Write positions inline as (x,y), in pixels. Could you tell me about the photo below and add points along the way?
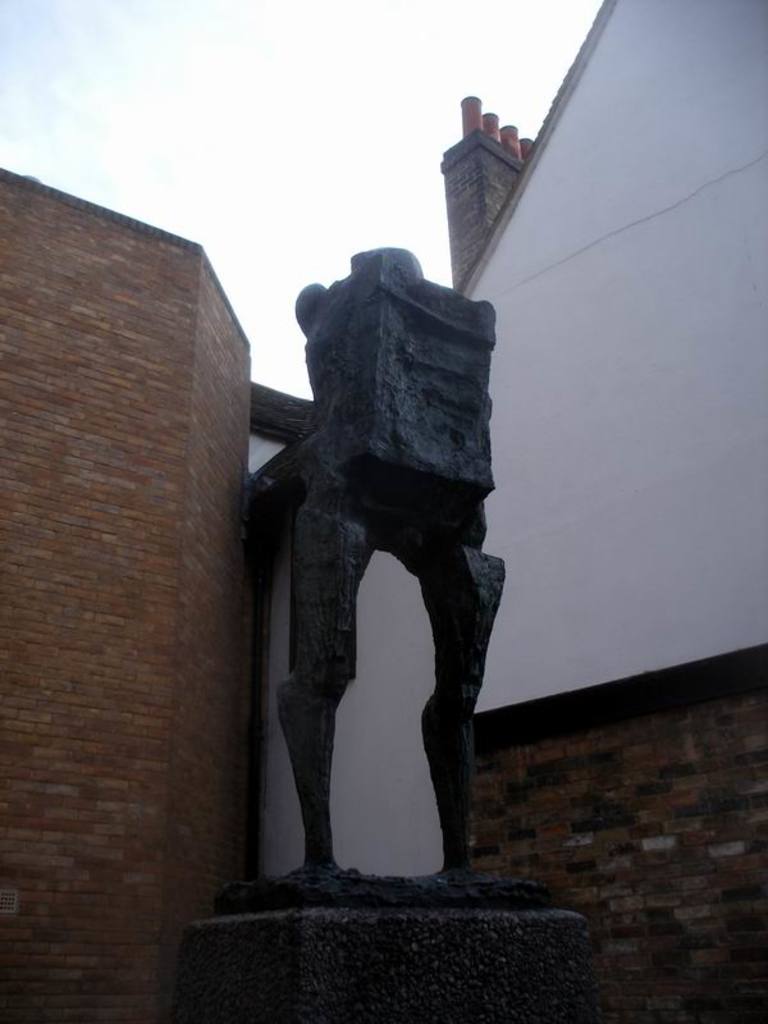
In the image we can see a sculpture (376,371) made up of stones (314,388) and the building (633,787) made up of bricks (192,662). We can even a sky (215,170).
